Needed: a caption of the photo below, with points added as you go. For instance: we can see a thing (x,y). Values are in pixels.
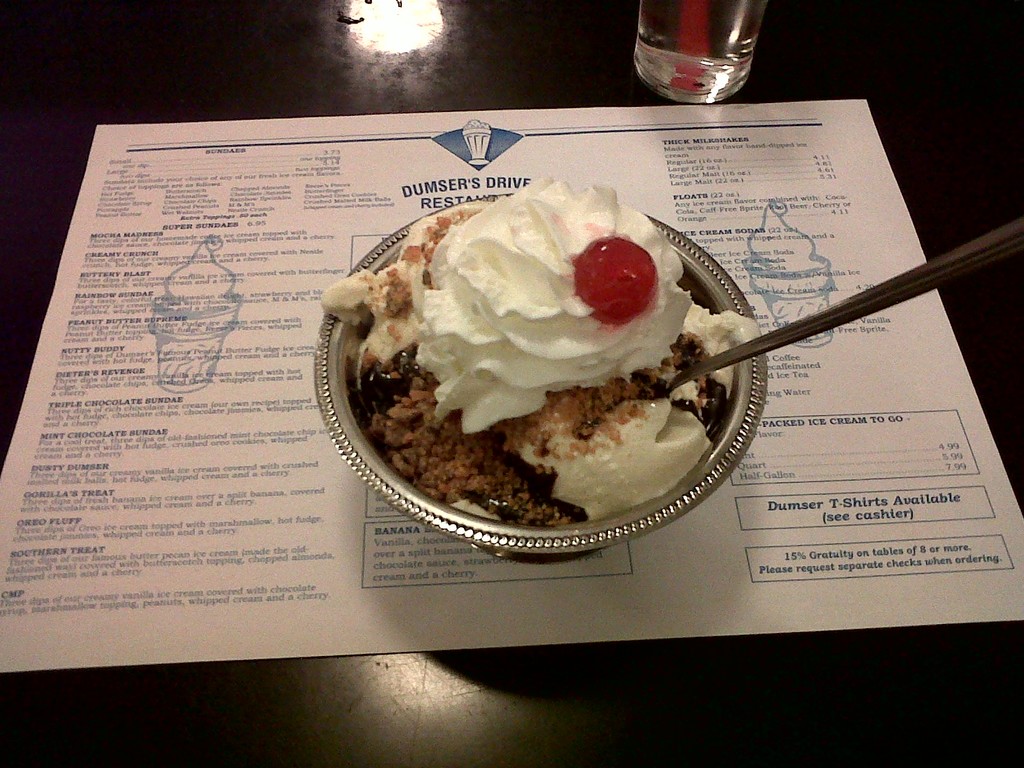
In this picture we can see a bowl (504,531) with a spoon (913,288) and ice cream (387,312) in it, paper (287,251), glass (676,90) and these are placed on a platform (372,96).
